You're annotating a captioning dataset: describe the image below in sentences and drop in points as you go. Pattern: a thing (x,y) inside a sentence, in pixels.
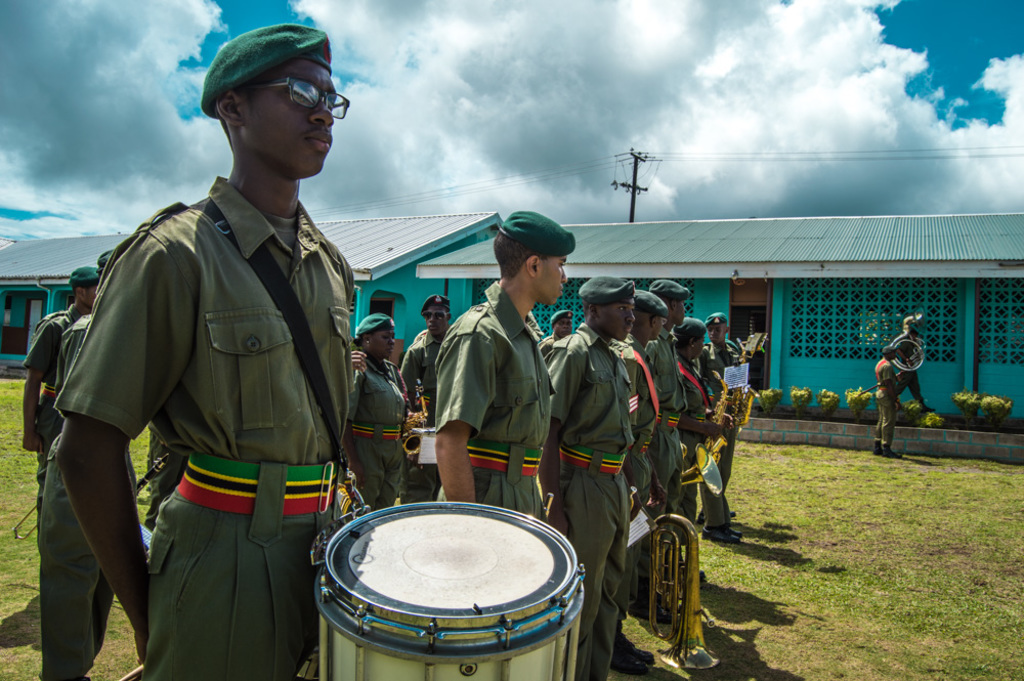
At the top (863,35) we can see sky (409,39) with clouds (626,37). Here we can see houses (673,223) and a pole (640,184). Near to the house (662,232) we can see plants (865,403) and few men (504,468) are standing in a uniform (495,370) and holding musical instruments (476,519). This is a fresh green grass (12,576).
